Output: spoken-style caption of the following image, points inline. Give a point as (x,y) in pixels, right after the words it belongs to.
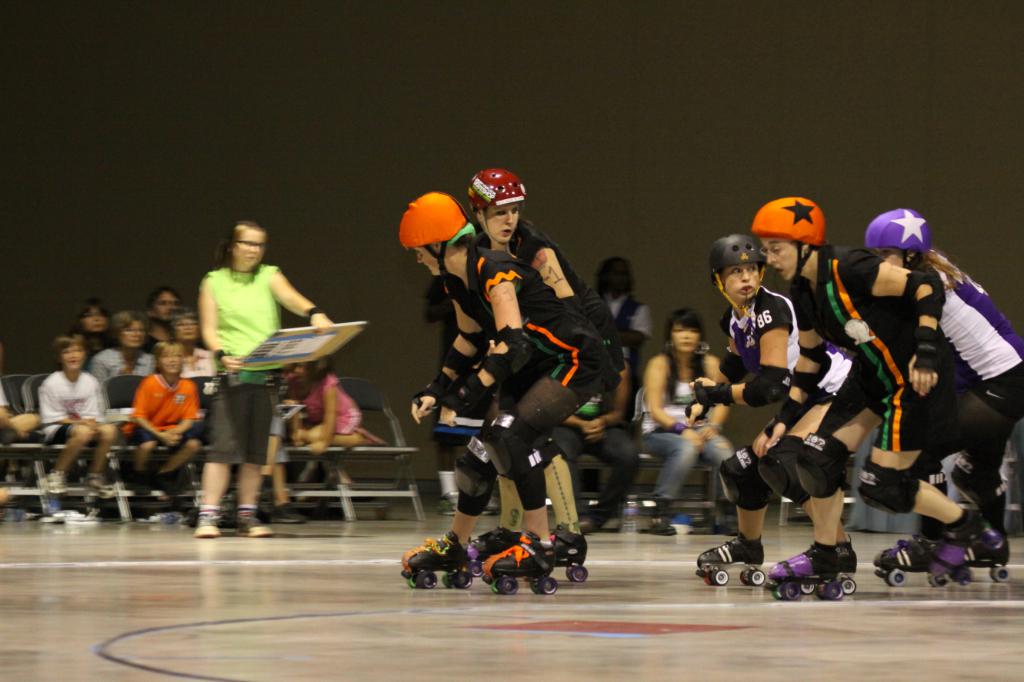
In this image I can see group of people (890,562) skating and they are wearing multi color helmets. In the background (130,350) I can see few people (623,387), some are sitting and some are standing.
